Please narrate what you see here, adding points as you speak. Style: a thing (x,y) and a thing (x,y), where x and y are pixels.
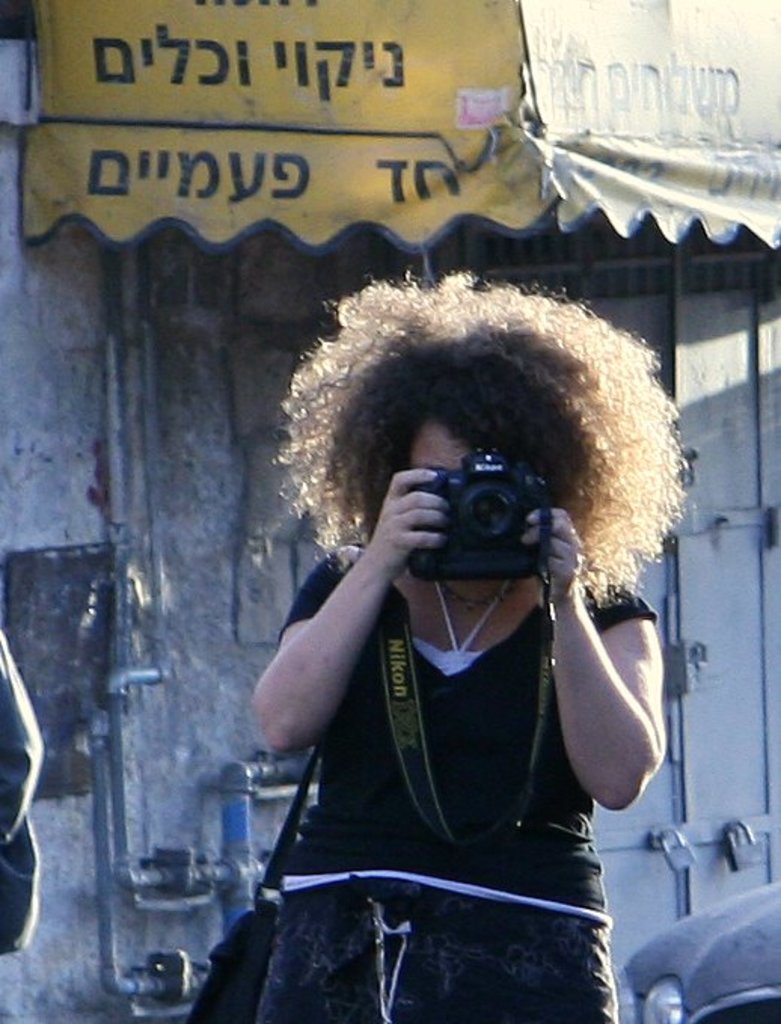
In this picture we can see a person (565,367) who is holding a camera (521,570) with his hands (417,515). On the background (177,423) there is a wall (82,445).
